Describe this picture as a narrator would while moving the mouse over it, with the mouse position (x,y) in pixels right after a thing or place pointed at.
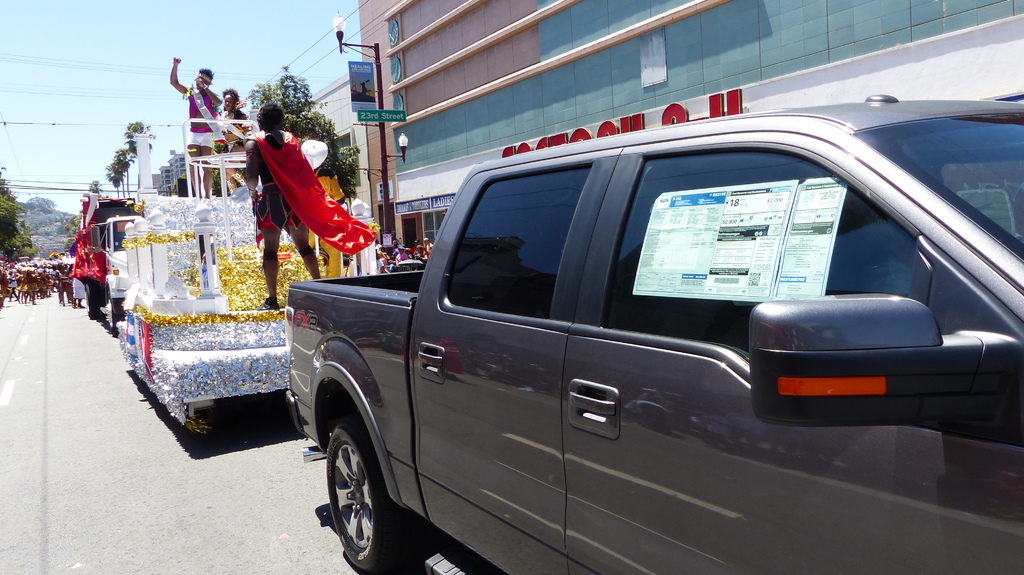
In this image there are vehicles (372,478) on the road (233,453). Left side (16,267) there are people (36,276) on the road (83,336). Few people (271,169) are standing on a vehicle (243,250). Few people (405,248) are on the pavement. There are boards (371,94) attached to the street light (384,151). Background (366,178) there are buildings (516,140) and trees (127,170). Top of the image (146,91) there is sky (139,60). Right side (703,276) there is a poster (686,233) attached to the vehicle (662,347).
